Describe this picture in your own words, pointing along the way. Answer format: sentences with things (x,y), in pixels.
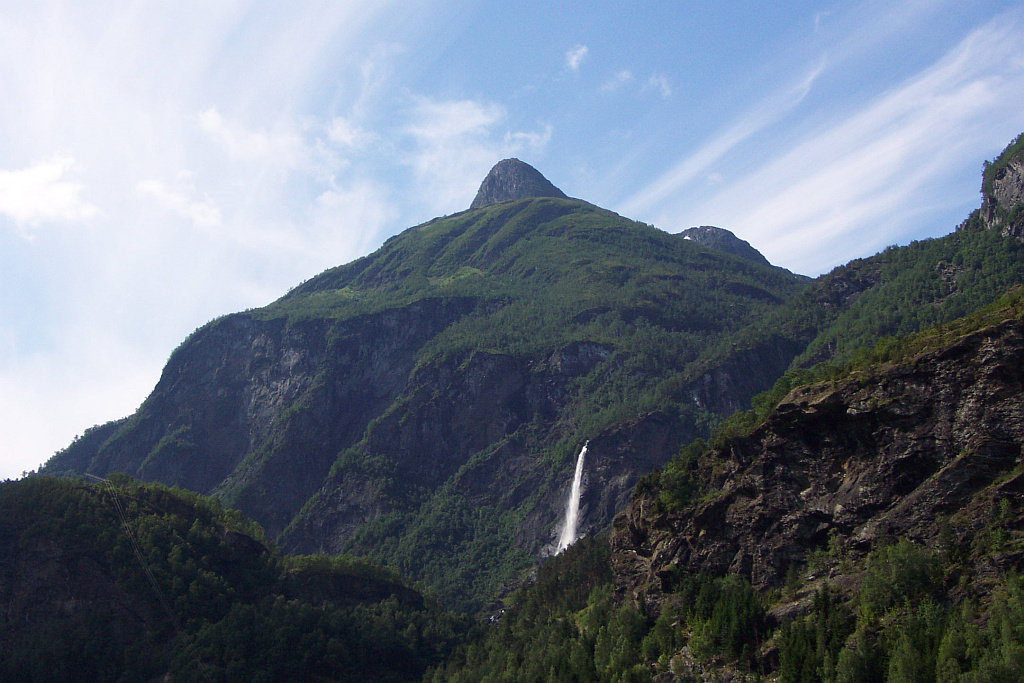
In this picture I can see the mountains (263,581), trees (167,658) and plants (930,607). In the center (579,454) I can see the waterfall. At the top (365,90) I can see the sky (359,118) and clouds (315,72).
